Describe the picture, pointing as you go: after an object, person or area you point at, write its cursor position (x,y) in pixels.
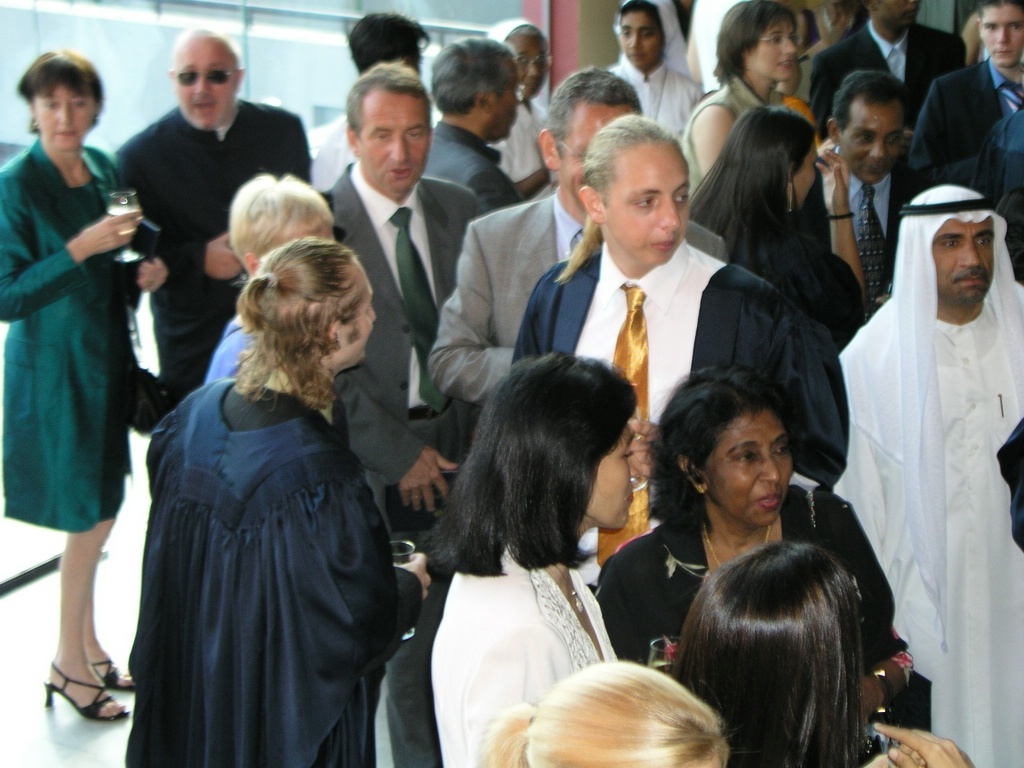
In the image there are many people (433,469) standing. And there are few people (266,394) holding glasses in their hands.
